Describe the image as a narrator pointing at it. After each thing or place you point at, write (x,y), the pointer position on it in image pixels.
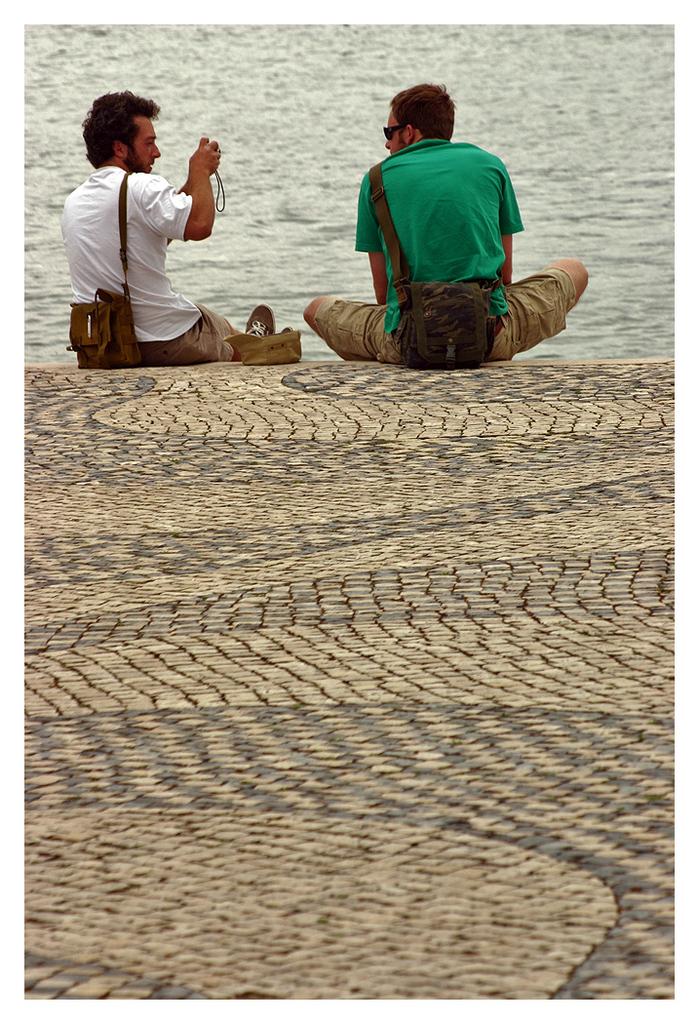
This image consists of two men (198,315) sitting on the ground (292,495). In the background (654,131), there is water (504,150).
